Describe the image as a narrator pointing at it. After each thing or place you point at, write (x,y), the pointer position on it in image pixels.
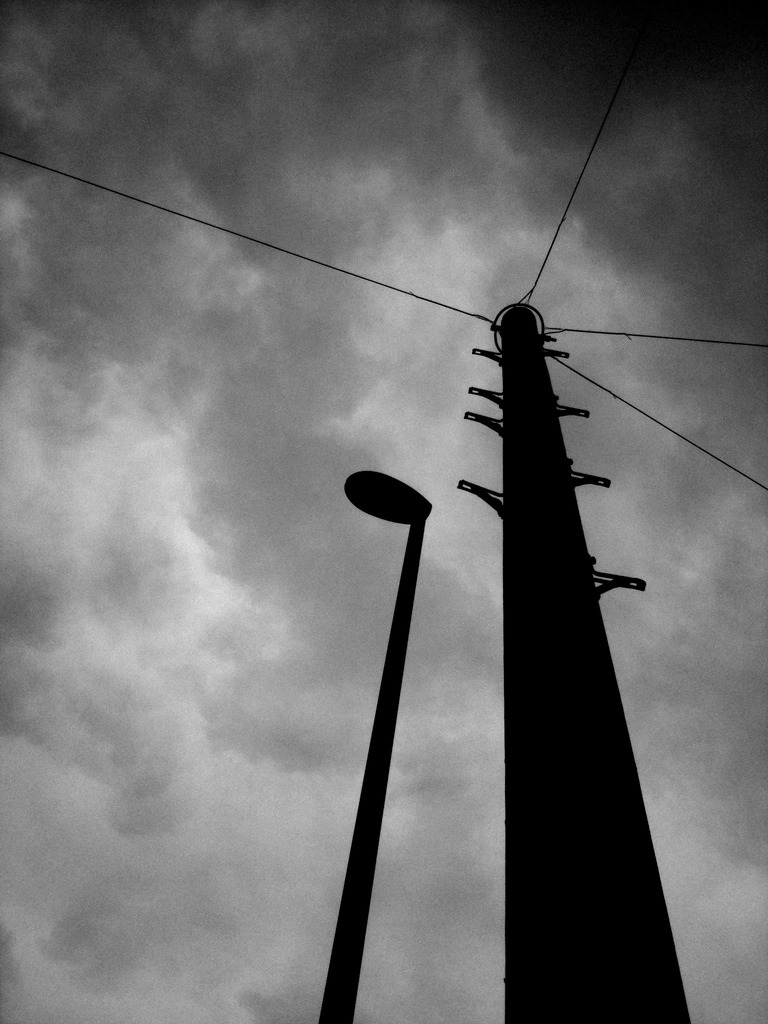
In this image there is an electric pole (525,547). There are wires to the pole (540,554). Beside it there is a street light pole (393,499). Behind it there is the sky (549,137).
